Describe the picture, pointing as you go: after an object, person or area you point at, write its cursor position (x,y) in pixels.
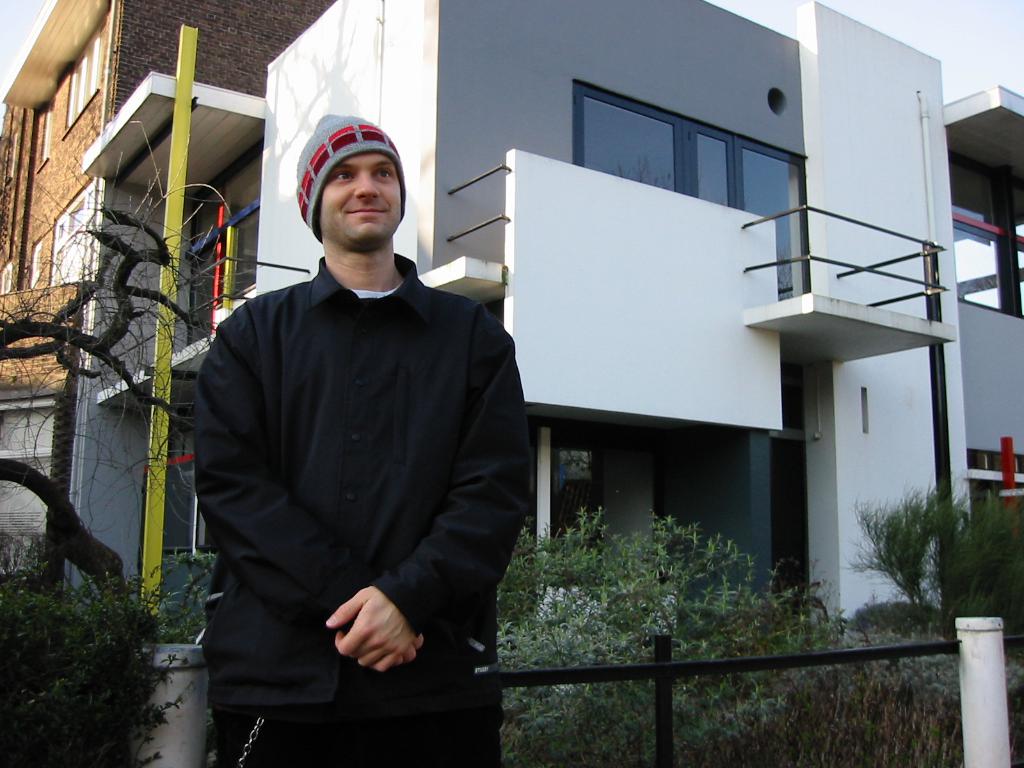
In this picture we can see a man (268,400) standing and smiling and at the back of him we can see plants (520,629), fence (983,671), poles (179,668), trees (70,308), buildings (53,97) with windows (90,98) and in the background (951,36) we can see the sky (943,27).
